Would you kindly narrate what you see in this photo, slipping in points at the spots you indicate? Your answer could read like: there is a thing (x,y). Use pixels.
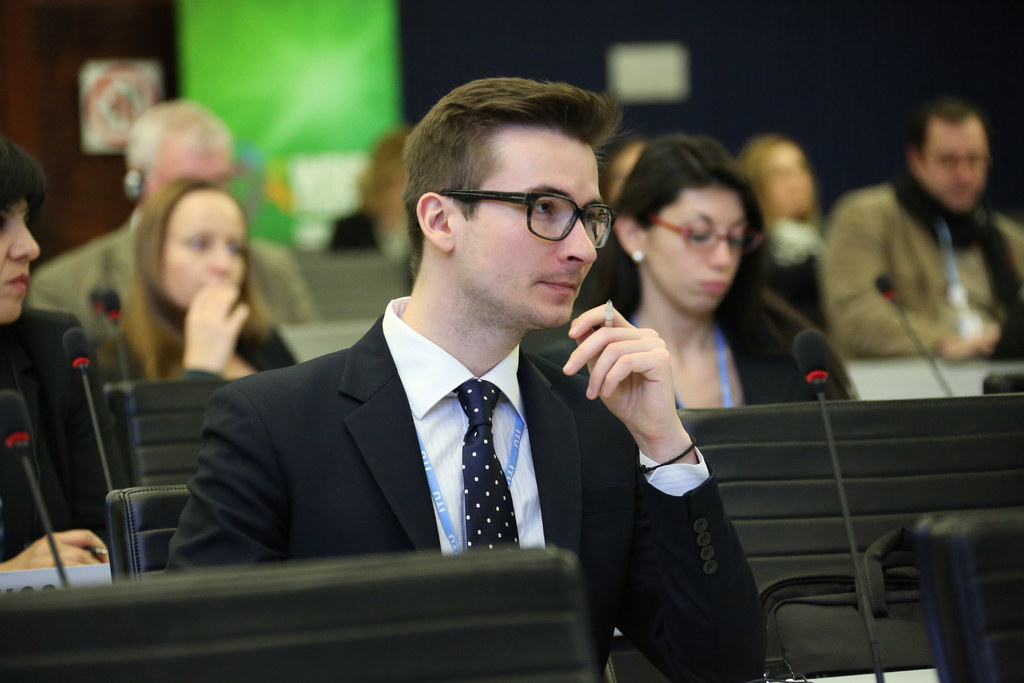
In this image we can see this person (453,439) wearing blazer (600,534), shirt (507,460), tie (471,420) and spectacles (603,207) is sitting near the mic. The background of the image (726,370) is slightly blurred, where we can see a few more people (710,367) sitting and we can see the mics (23,420).
